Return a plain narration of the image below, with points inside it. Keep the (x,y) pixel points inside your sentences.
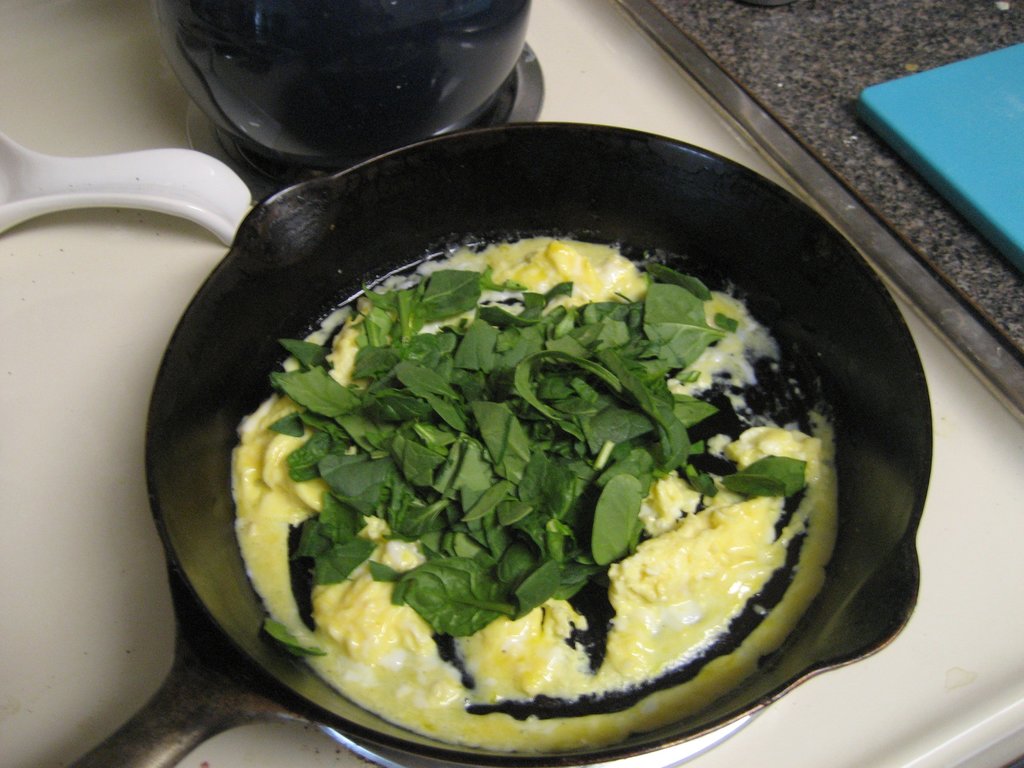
In this picture we can observe some food (679,569) which is in yellow color, placed in the black color pan (564,185). The pan (639,222) is placed on the stove (136,652). We can observe green color leaves (386,402). On the left side (92,185) can observe white color handle (116,181). We can observe a black color bowl (322,77) here.
